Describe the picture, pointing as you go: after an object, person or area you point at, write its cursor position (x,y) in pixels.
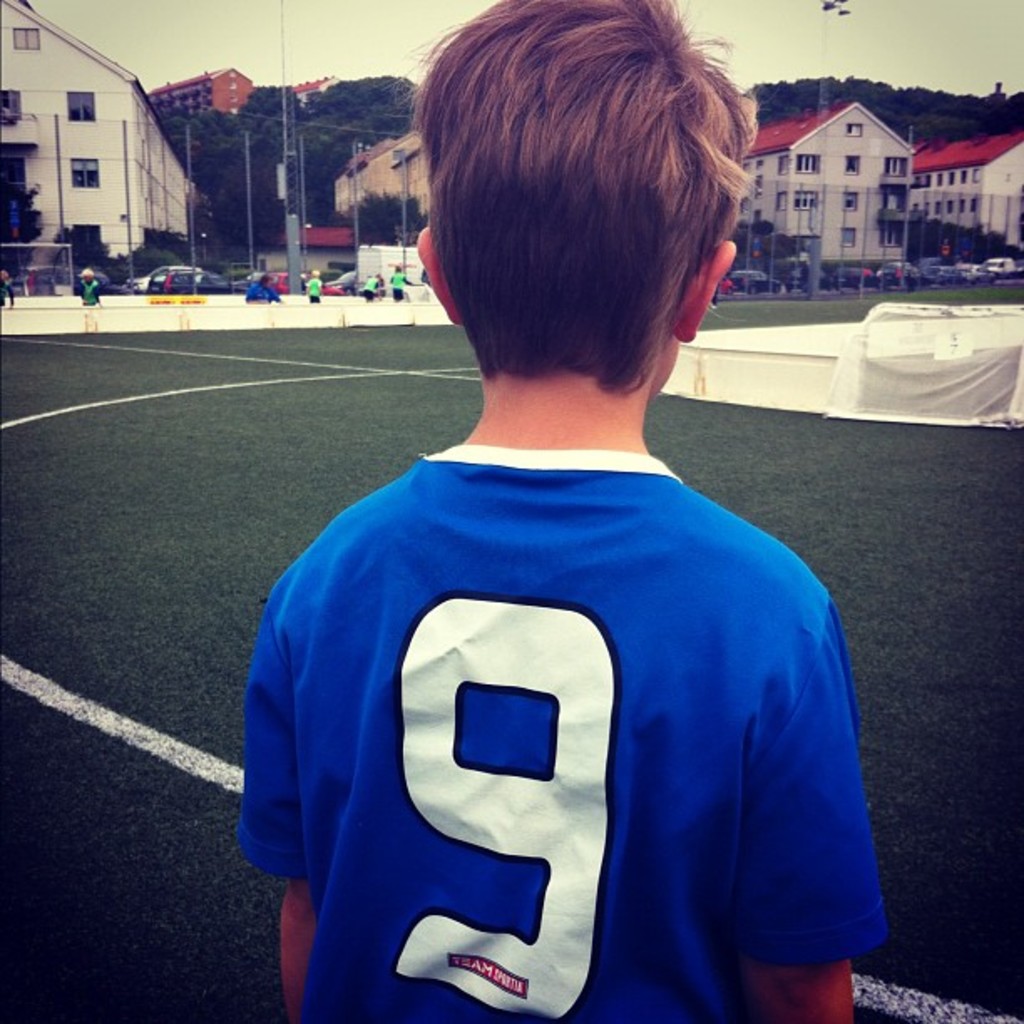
In this picture there is a boy (300,638) wearing blue color t-shirt (710,887), standing and looking the football ground (205,463). Behind there is a fencing grill (212,264) and some roof top houses (847,201).
